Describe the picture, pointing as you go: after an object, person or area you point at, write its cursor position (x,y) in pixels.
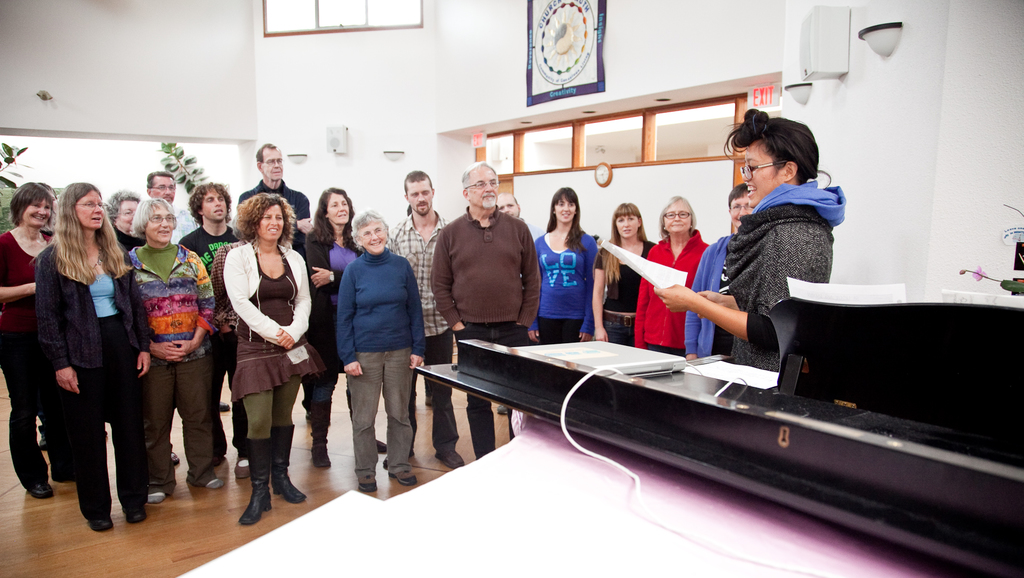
In this image there are group of people (241,347) standing on the wooden floor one beside the other. On the right side (757,227) there is a person (730,298) who is holding the paper (655,272). In the background (211,51) there is a wall (457,69) on which there is a poster (553,59). At the bottom (557,518) there is a piano (652,496). On the piano (699,423) it looks like there is a laptop (594,358) on it. In the background (171,167) there are plants (179,177).
